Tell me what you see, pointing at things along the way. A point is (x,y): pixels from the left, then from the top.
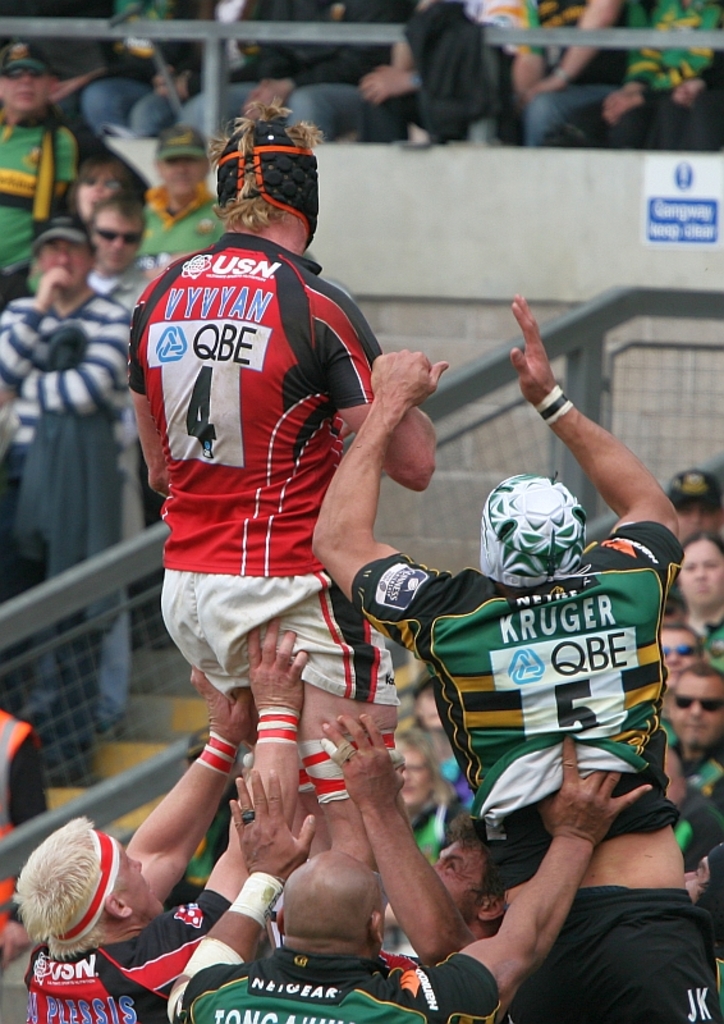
In this image we can see people (177,959) lifting a man (363,642). In the background (111,676) there is a fence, board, wall (466,226) and crowd (328,63).
